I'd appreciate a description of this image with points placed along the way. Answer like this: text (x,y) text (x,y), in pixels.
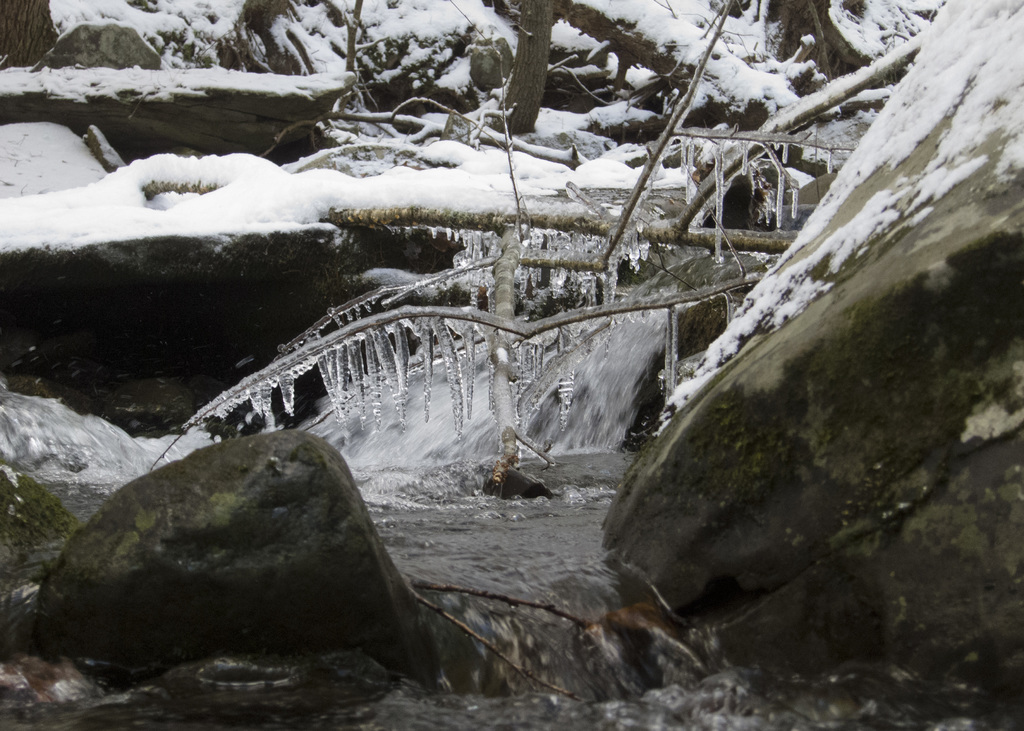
In the center of the image (418,274) we can see trees (783,29), snow (434,184), water (543,423), branches (570,220) and a few other objects (631,284).
